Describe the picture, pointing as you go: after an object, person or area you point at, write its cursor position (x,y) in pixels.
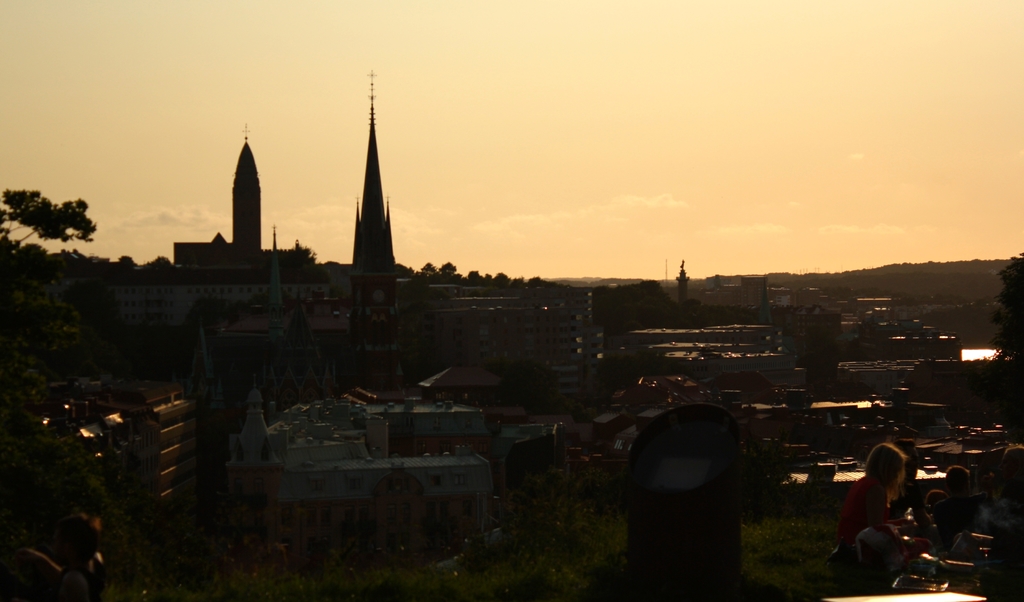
In this image we can see a few people (875,514) and some objects (924,555) on the surface (852,572) and we can see some buildings (330,406) in the middle of the image (443,335). There are some trees (196,522) and grass (607,583) on the ground (607,583) and we can see the sky (529,198) at the top (352,31).
